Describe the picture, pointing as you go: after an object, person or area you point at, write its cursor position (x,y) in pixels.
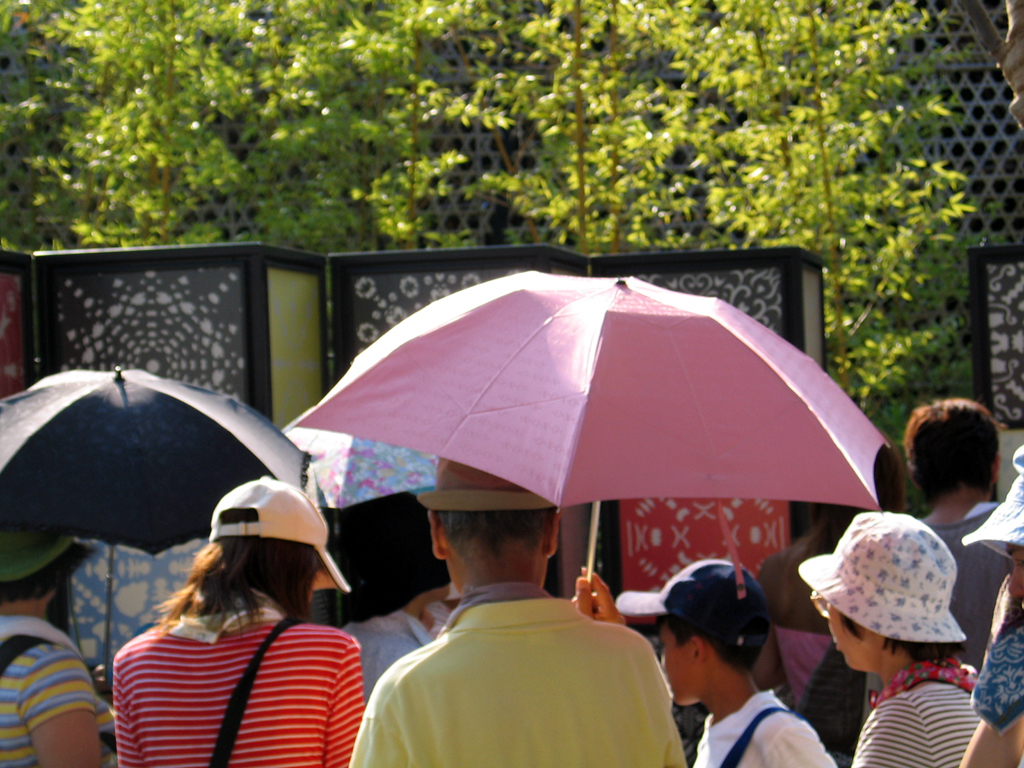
We can see group of people (326,520) and umbrellas (462,397). On the background (873,120) we can see mesh (976,85) and trees (604,85).
